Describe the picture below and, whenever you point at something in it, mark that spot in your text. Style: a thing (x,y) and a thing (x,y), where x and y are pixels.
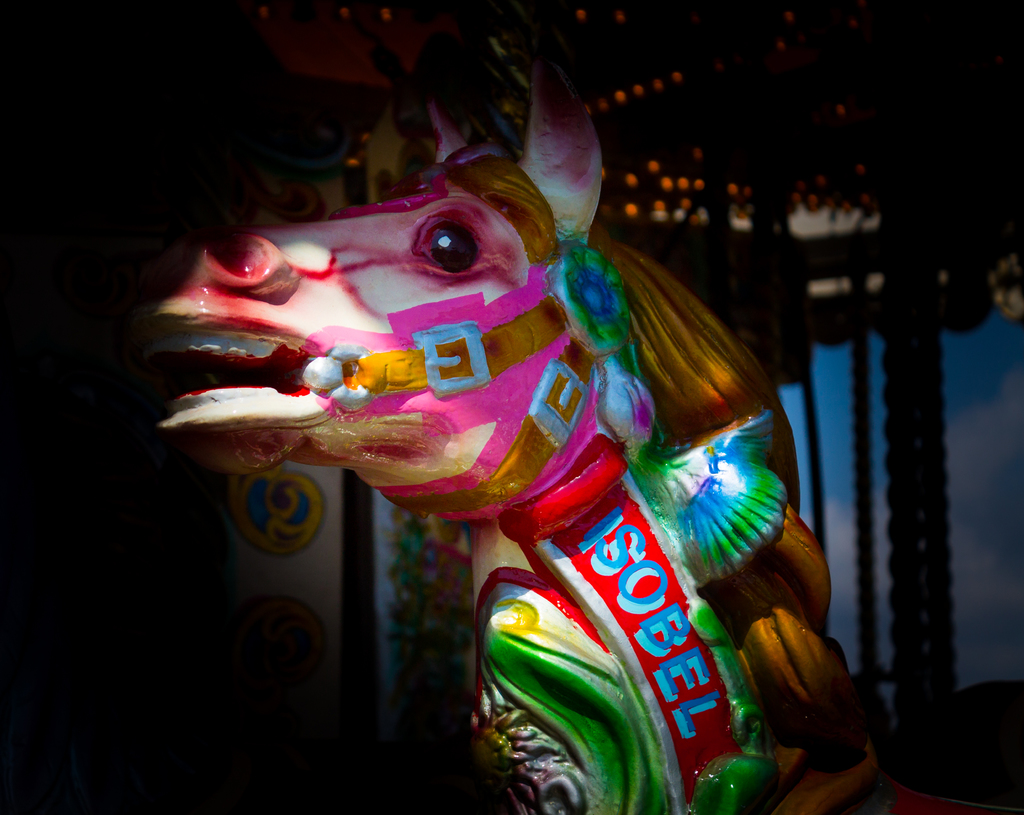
In this image I can see depiction of a horse (423,450) and here I can see something is written. I can also see this image is little bit in dark from background (118,807).
